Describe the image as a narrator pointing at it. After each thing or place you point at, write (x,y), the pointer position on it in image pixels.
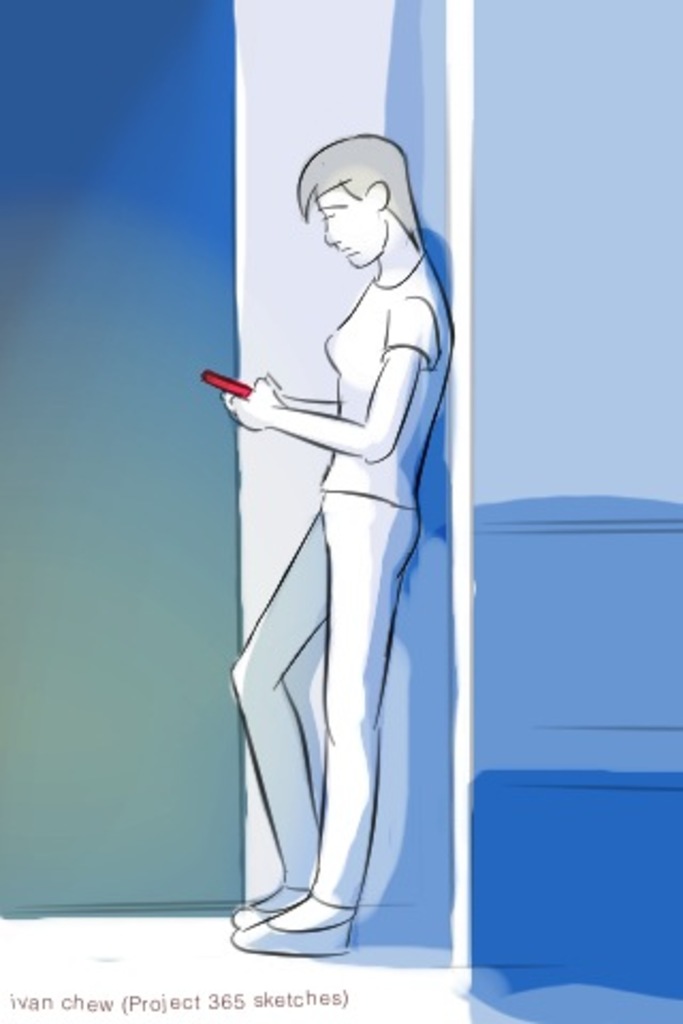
This is the drawing of a person (365,206) leaning on a wall (398,94) and holding a red mobile phone (214,382).
